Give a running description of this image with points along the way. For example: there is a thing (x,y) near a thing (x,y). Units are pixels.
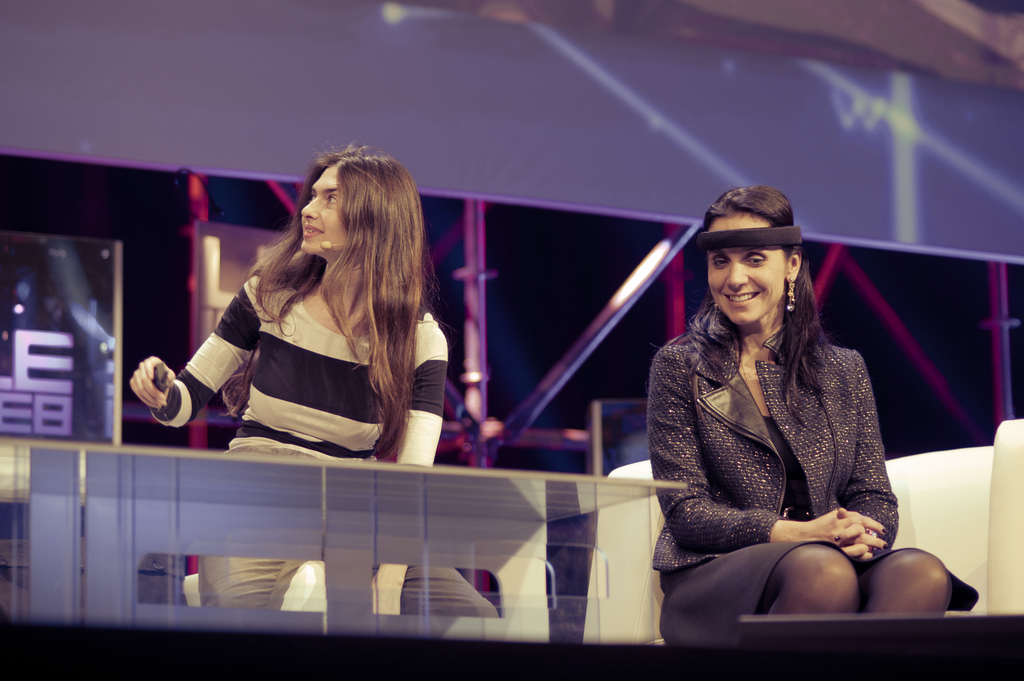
In this image we can see two women (793,381) sitting on the chairs (924,531) in front of the table (314,563). In the background (60,283) we can see the rods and also the banner (40,326) with text (48,427). Some part of the ceiling (922,34) is also visible.
